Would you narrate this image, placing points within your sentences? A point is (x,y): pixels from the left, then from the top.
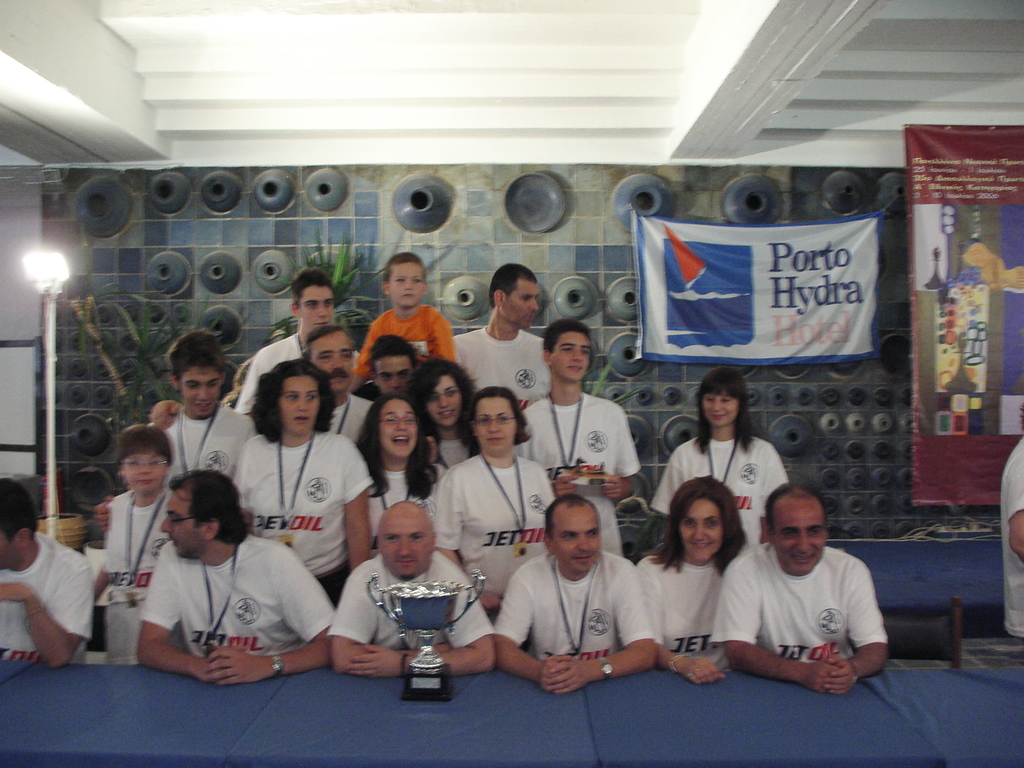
In the foreground of this image (304,580), there are few persons (641,589) sitting in front of a table (532,718) on which there is a cup (442,626). In the background (436,449), there are persons (459,461) standing, a wall (489,298), light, plants (143,351), banner (797,296), poster (954,307), a man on the right (1008,623) and the ceiling (524,44).
